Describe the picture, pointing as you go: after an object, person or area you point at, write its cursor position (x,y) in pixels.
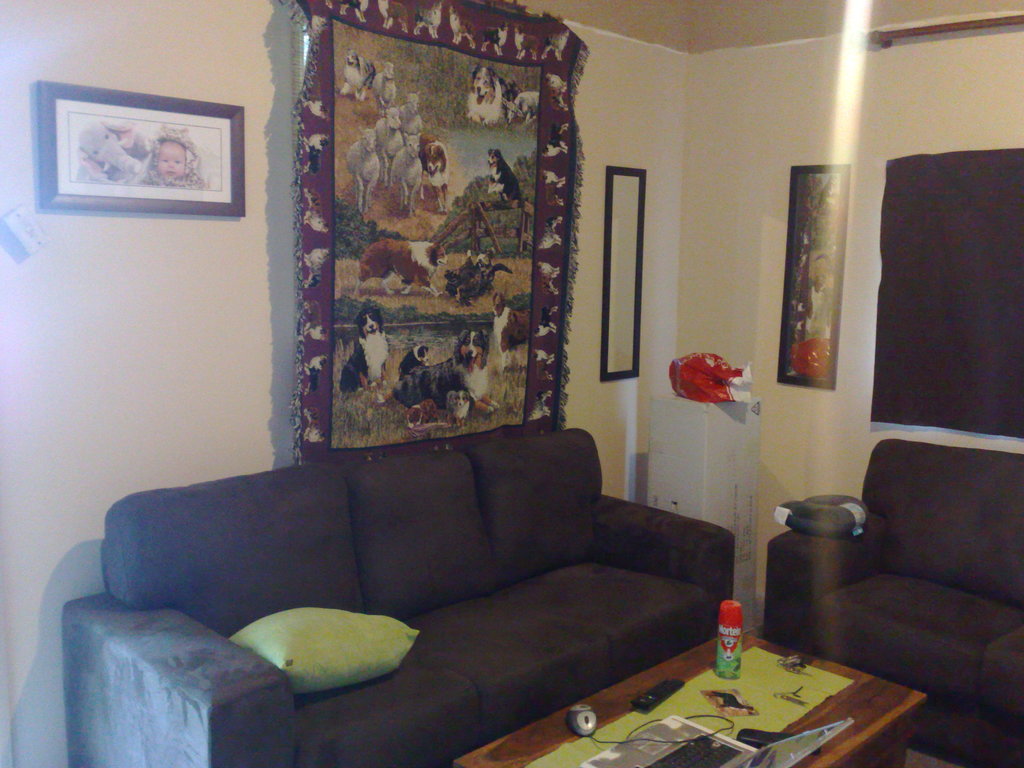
It is a room (572,490) inside the house (621,481), there are two sofas (917,513) which are of black color and there is a table (919,705) placed in front of a big sofa (528,689), there is a laptop (704,754) and mouse (578,715) on the table (707,701) and also a bottle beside this sofa (621,552) there is a white color box (677,407) beside this to the wall (748,347) there is a photo poster (785,337), behind the big sofa (501,448) there is a dog's poster (405,336) and to the left side of it there is another photo frame (245,119) in the background (229,64) there is a wall (741,82), a dark color cloth (1011,156).
